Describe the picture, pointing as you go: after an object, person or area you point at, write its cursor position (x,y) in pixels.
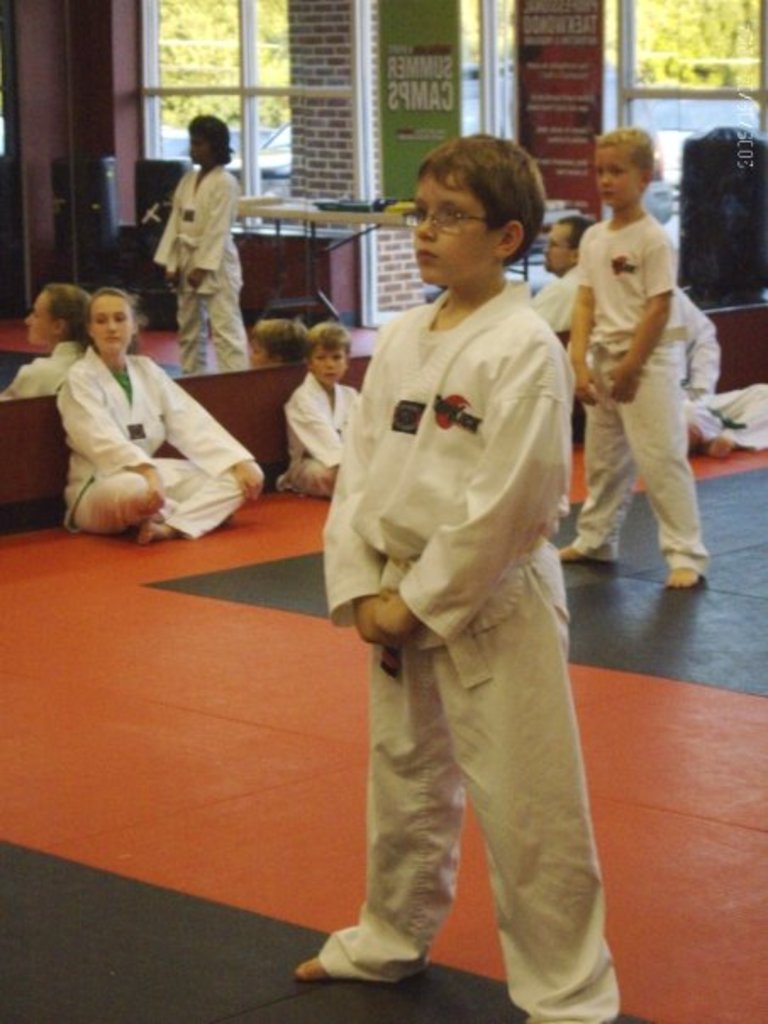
In this picture we can see two boys (395,520) standing, three people (701,438) are sitting on the floor (273,788) and in the mirror (298,78) we can see the reflection (291,201) of the table (334,221), people (203,243), windows (681,36), posters (428,79), trees (681,36), some objects (153,179).
